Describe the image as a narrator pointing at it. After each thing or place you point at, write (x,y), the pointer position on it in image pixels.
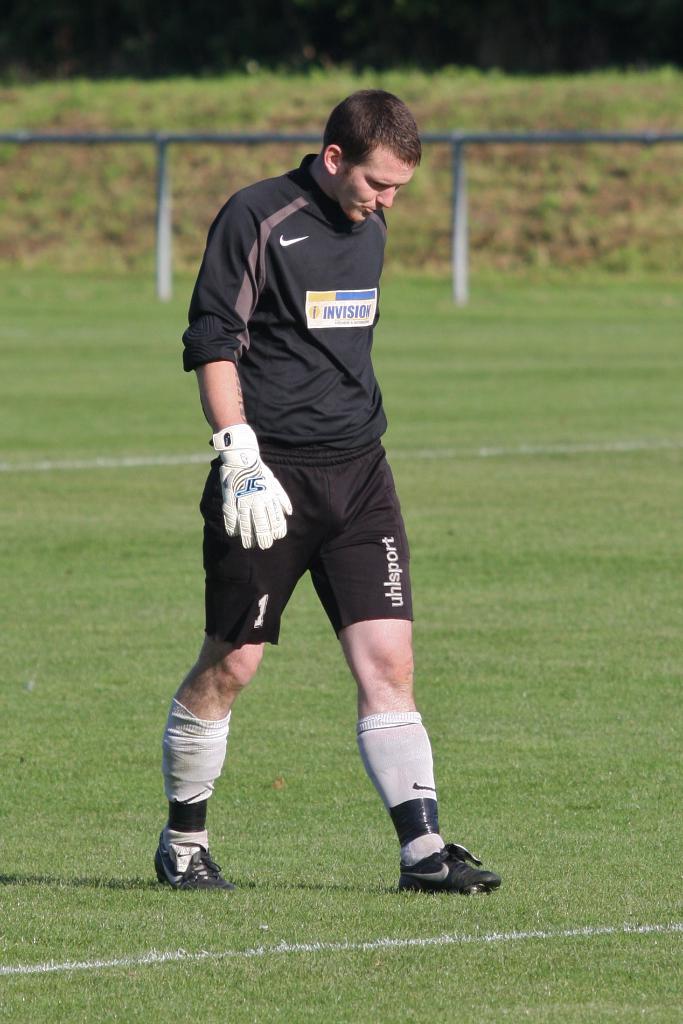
In the center of the image (308,545) a person (270,426) is standing and wearing a glove (234,527). In the background of the image (73,417) we can see ground (508,627) is present. At the top of the image (453,163) rods (453,173) are there.
